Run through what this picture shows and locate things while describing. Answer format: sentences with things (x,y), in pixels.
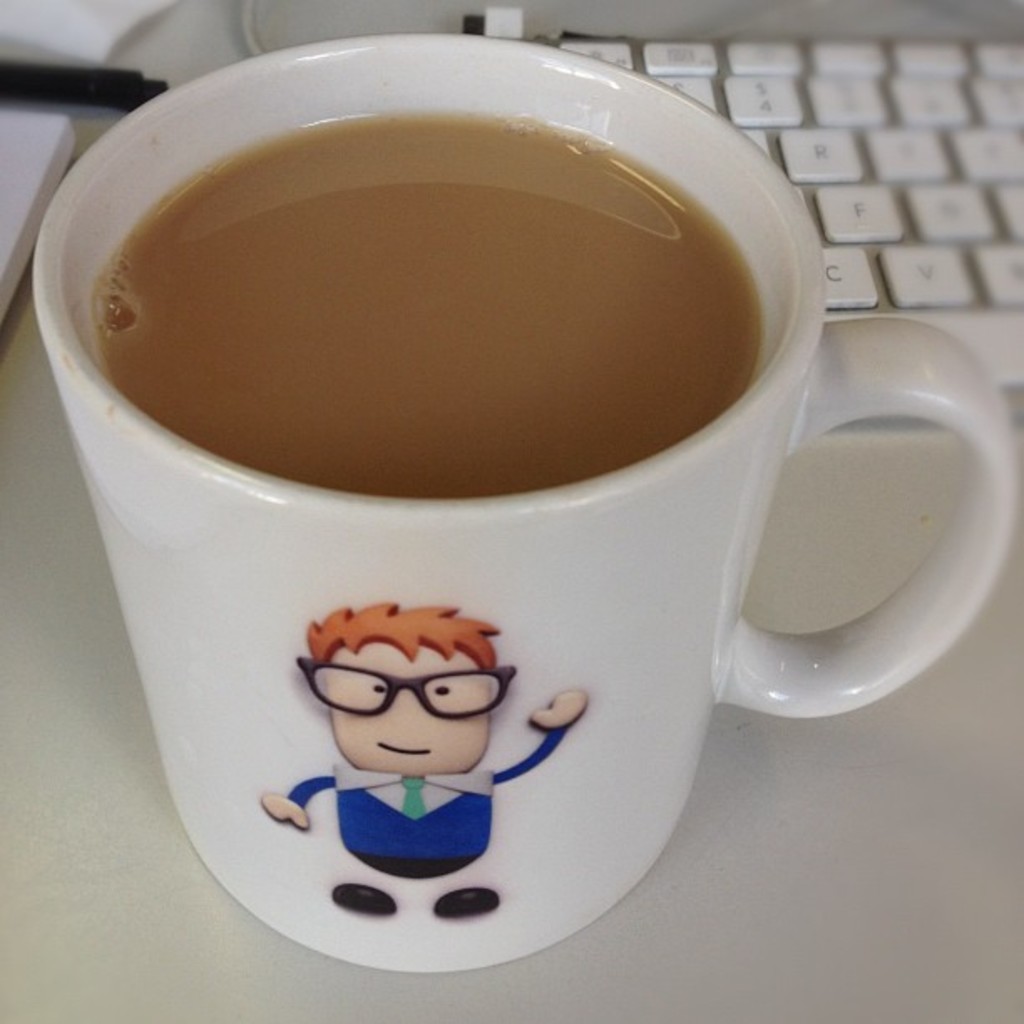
In this image we can see beverage (349,334) in the cup (543,645) and keyboard (900,187) on the surface (232,931).
